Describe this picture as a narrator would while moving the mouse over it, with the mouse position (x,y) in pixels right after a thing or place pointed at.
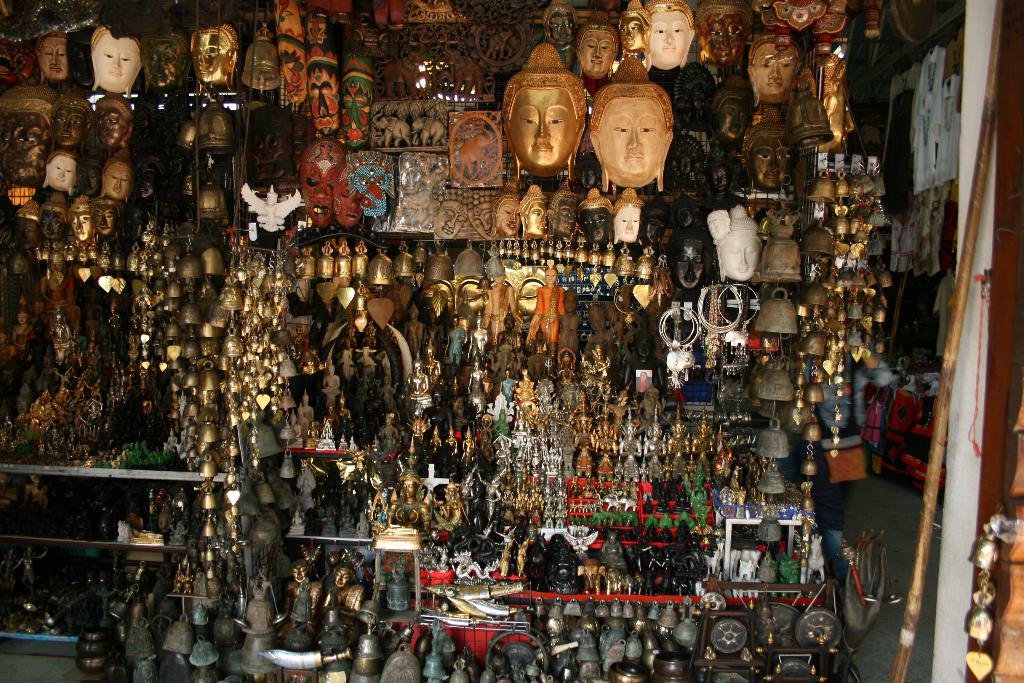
It seems to be a stall (329,336). Here I can see many sculptures (525,162), photo frames (435,173), idols (572,437), metal objects (223,646) and many objects (136,380). On the right side (933,260) there are few posts (940,164) attached to the wall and also there is a door (1010,483) and a stick (946,368).
